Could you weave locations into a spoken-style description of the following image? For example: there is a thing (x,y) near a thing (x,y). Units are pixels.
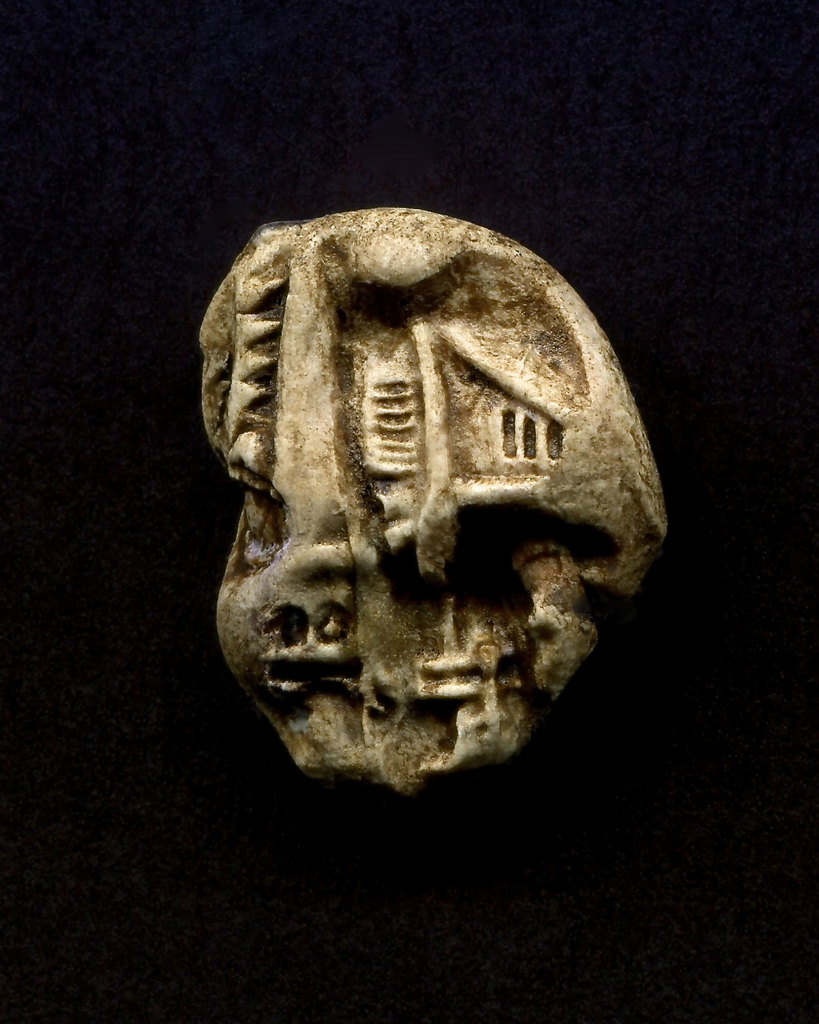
In this picture, we see a stone carved statue (421,504). In the background (363,28), it is black in color.
